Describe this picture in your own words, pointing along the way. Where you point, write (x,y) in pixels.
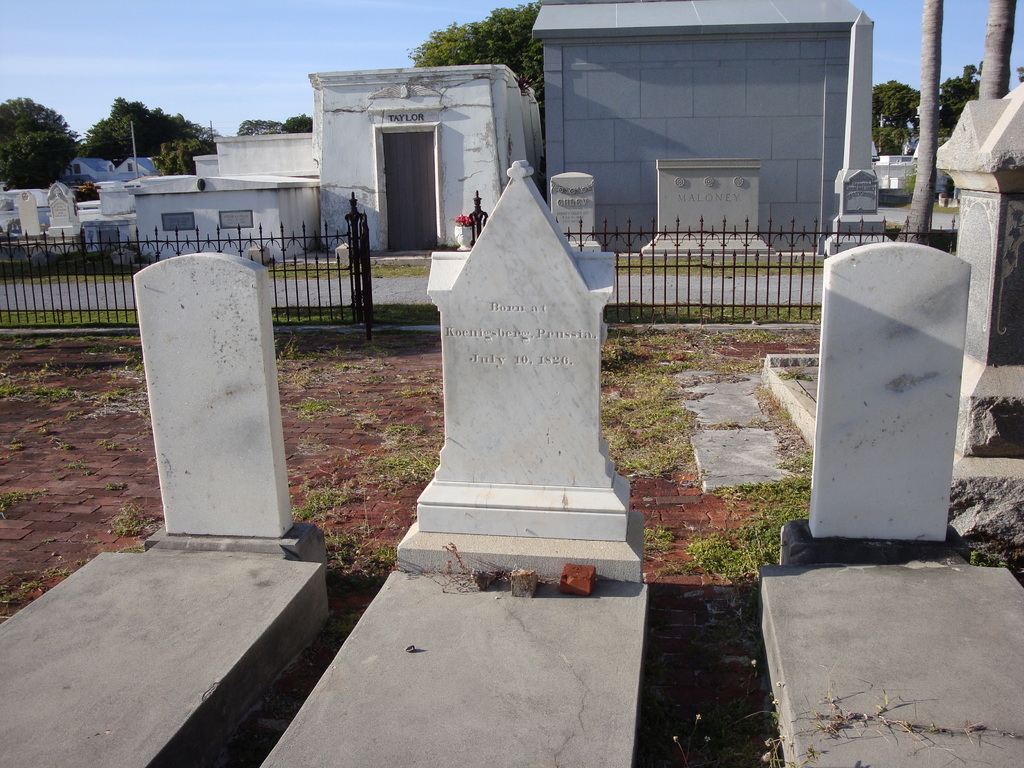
This image is taken in a graveyard (26,626). In the center of the image (429,502) there are graves (325,747). In the background of the image (468,32) there are trees (441,60). There is a fencing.
